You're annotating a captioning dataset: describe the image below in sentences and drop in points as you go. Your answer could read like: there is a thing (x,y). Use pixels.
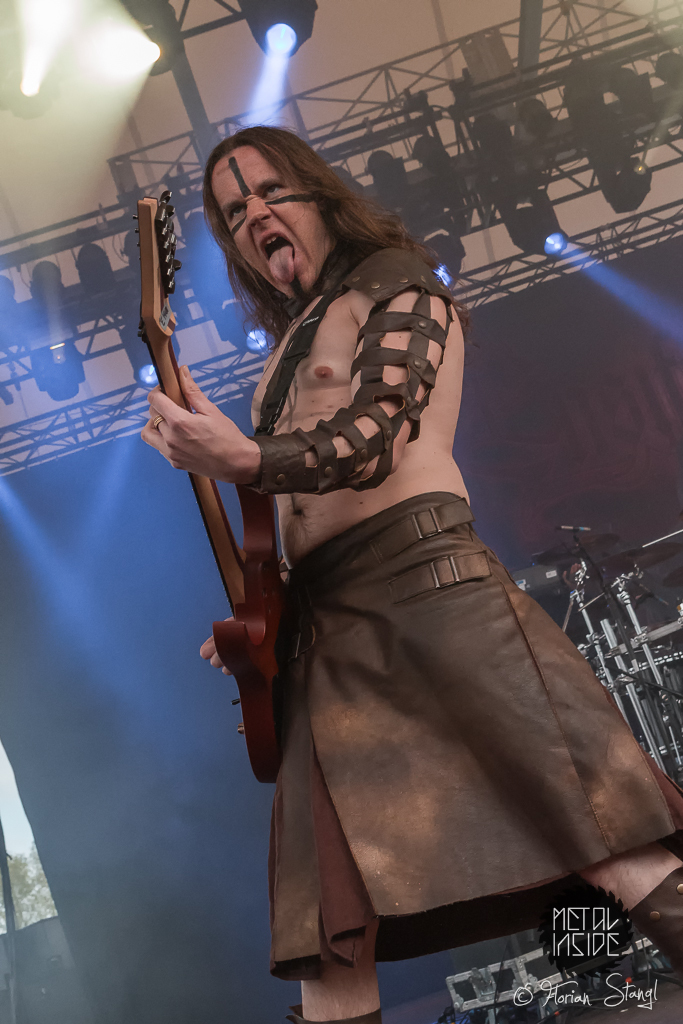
In this image, we can see a person (430,508) wearing clothes (366,751). This person (362,729) is standing and playing a guitar (218,538). There are musical instruments (656,676) on the right side of the image (624,654). There are lights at the top of the image (89,244).
